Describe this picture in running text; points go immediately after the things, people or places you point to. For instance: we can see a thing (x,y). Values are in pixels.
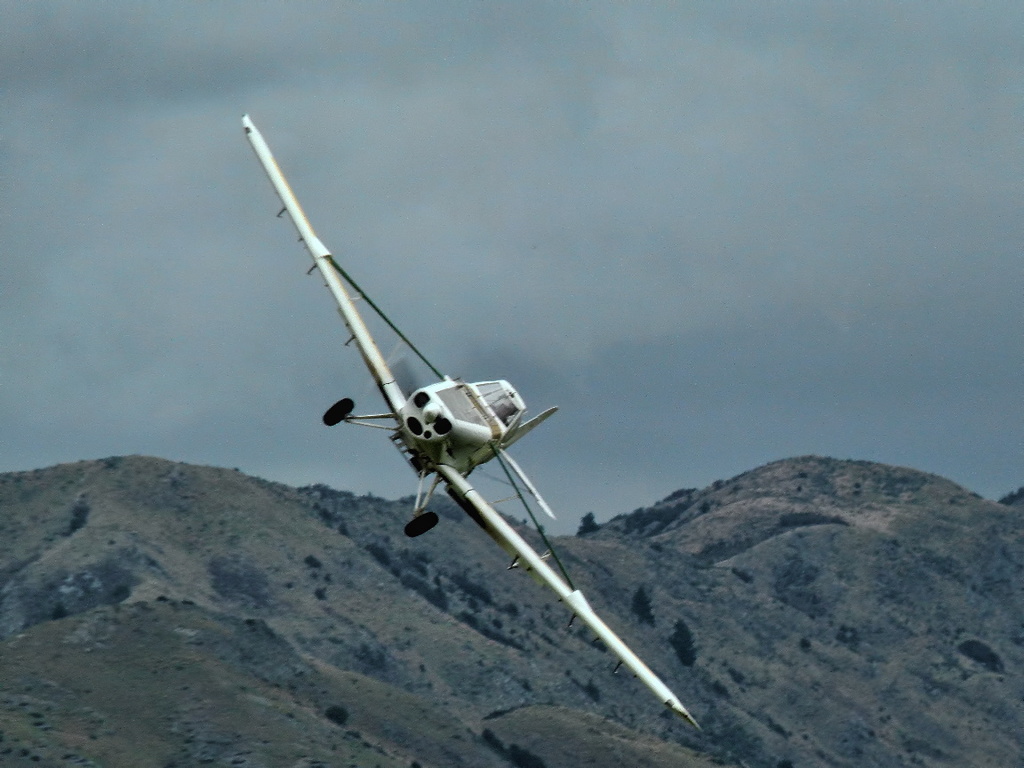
In this image I can see an aircraft (625,659) which is in white color. Background (944,659) I can see mountains (456,549) and sky (404,261) is in gray color.
